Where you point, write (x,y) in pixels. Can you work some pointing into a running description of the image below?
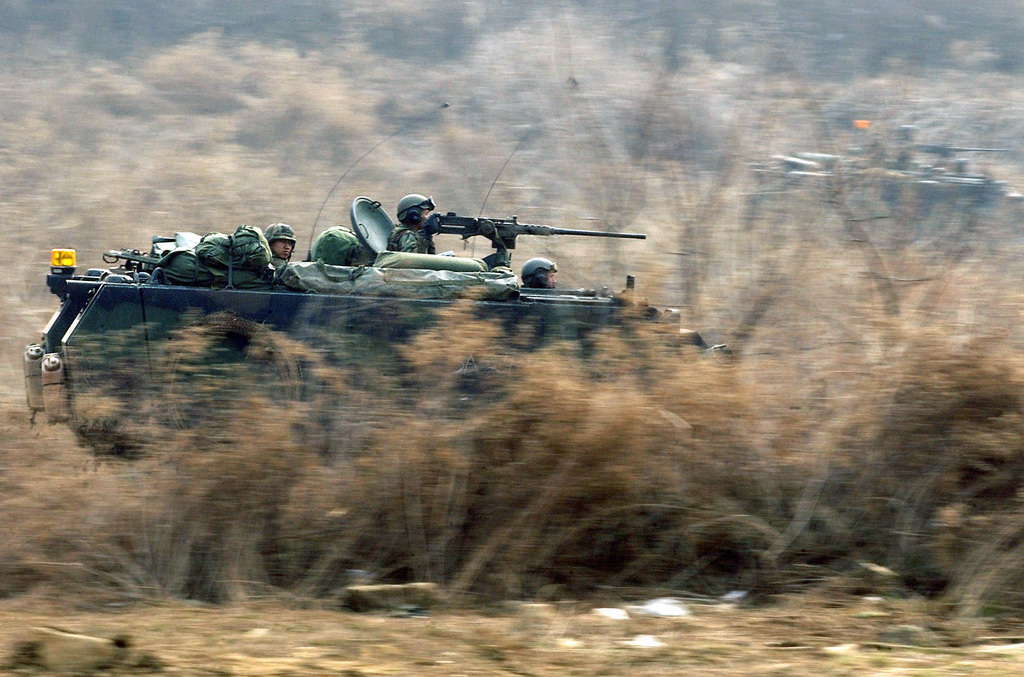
In the foreground of the picture (420,296) there are plants (224,500), soil (286,611), soldiers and an army tank (441,297). In the background (560,74) there are plants (451,83) and an army tank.
